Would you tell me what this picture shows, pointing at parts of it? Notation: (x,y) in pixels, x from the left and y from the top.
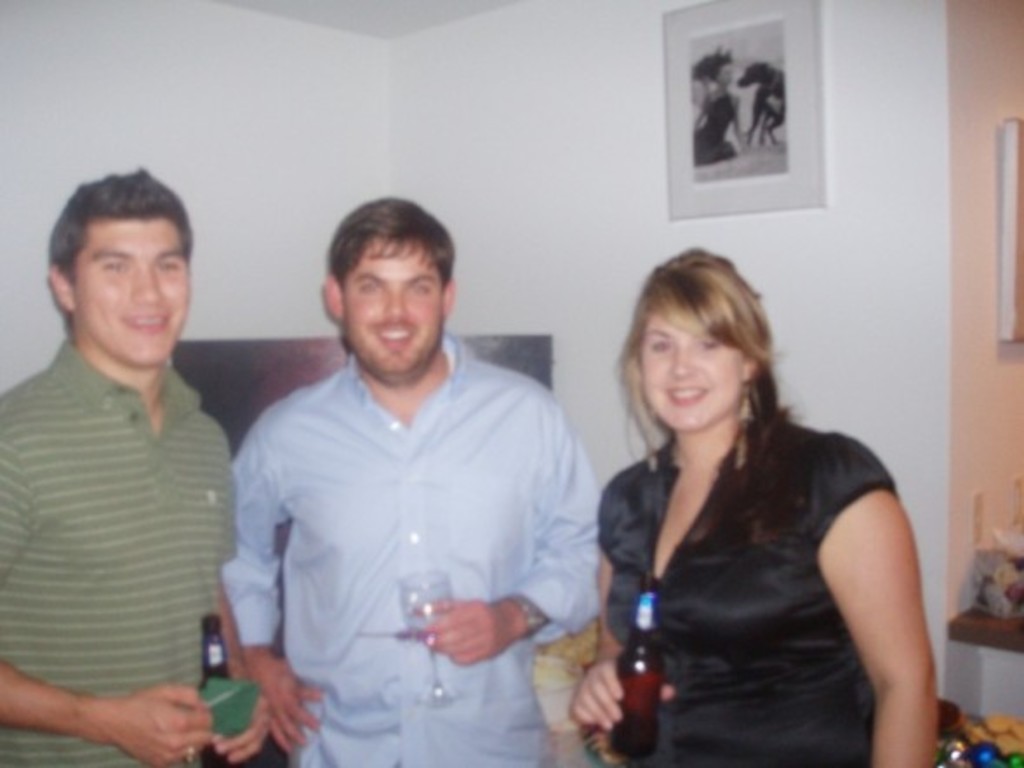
These three persons (178,523) are standing. This woman (697,523) wore black dress (728,607) and holding a bottle (648,659). This man (516,593) is holding a glass (434,600). This man (87,465) is holding a bottle (203,657). A picture (701,86) on wall (545,34). On table (958,713) there are things (961,732).
